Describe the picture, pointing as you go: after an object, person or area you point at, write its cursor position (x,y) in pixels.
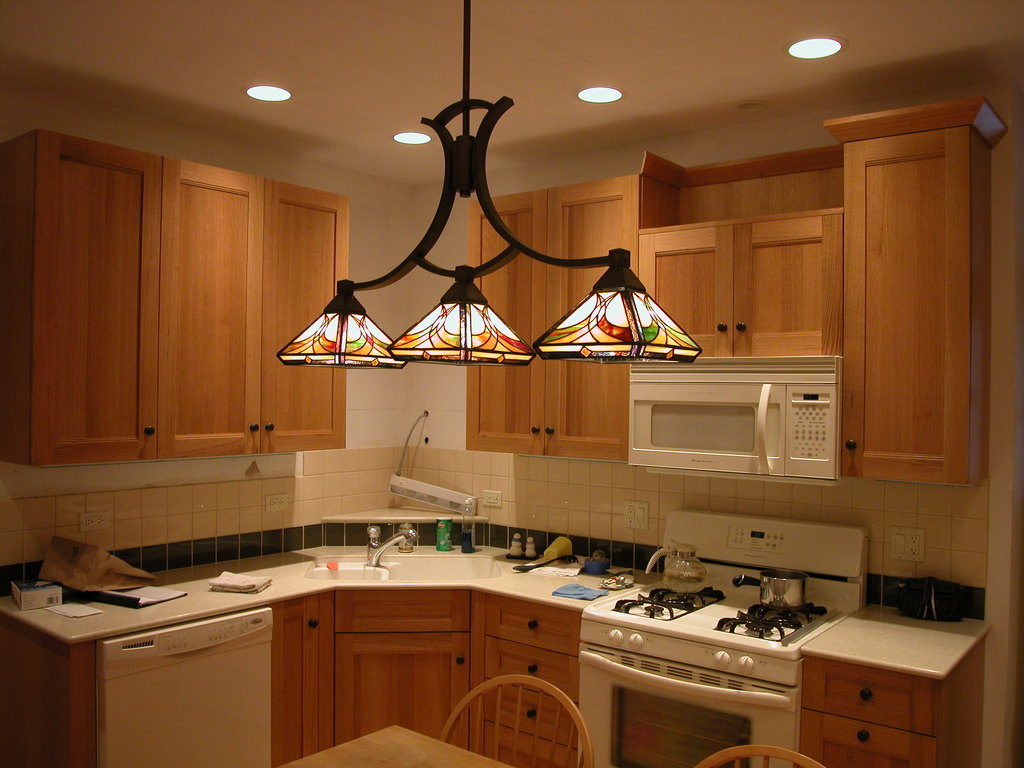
In the picture we can see a kitchen room (394,606) in it, we can see a desk (481,584) with four stoves (753,635) and a saucepan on it and besides, we can see some things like glasses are kept and under the desk (527,584), we can see wooden cupboards (447,608) and to the wall (696,508) we can see some cupboards (29,331) and we can also see a micro oven (809,460) which is white in color and to the ceiling (380,87) we can see the lights (420,350).
